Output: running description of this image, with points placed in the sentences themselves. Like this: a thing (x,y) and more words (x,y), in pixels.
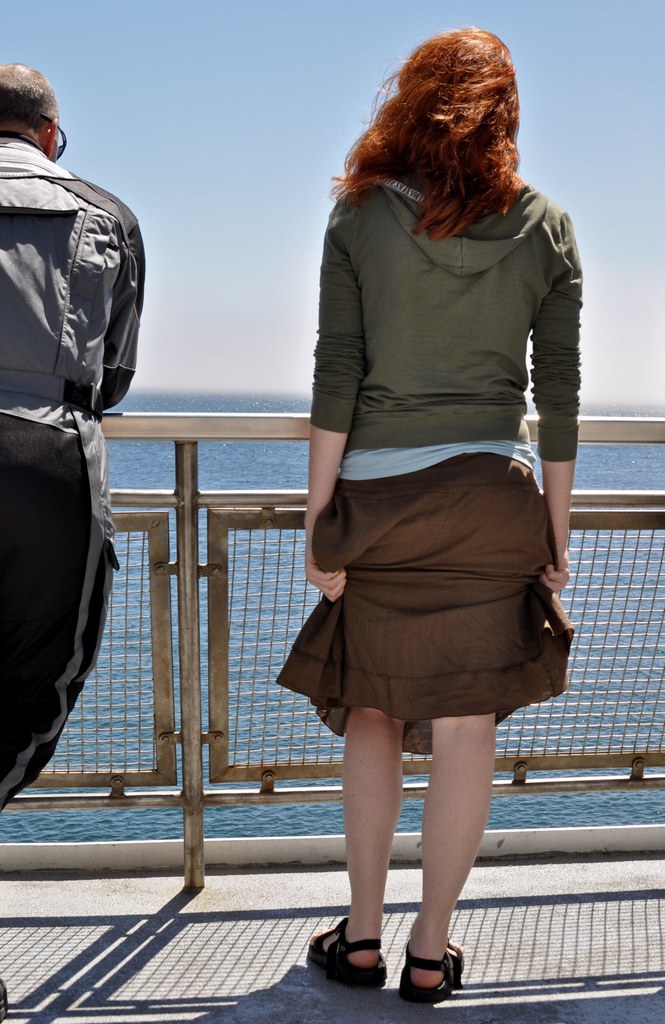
In this image in the center (439,552) there is one woman (421,521) standing, and beside her there is another man (56,436) standing. In the center (283,505) there is a railing (265,531), at the bottom (616,939) there is walkway (616,919) and in the background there is a sea (632,454). At the top of the image (569,67) there is sky (603,284).
